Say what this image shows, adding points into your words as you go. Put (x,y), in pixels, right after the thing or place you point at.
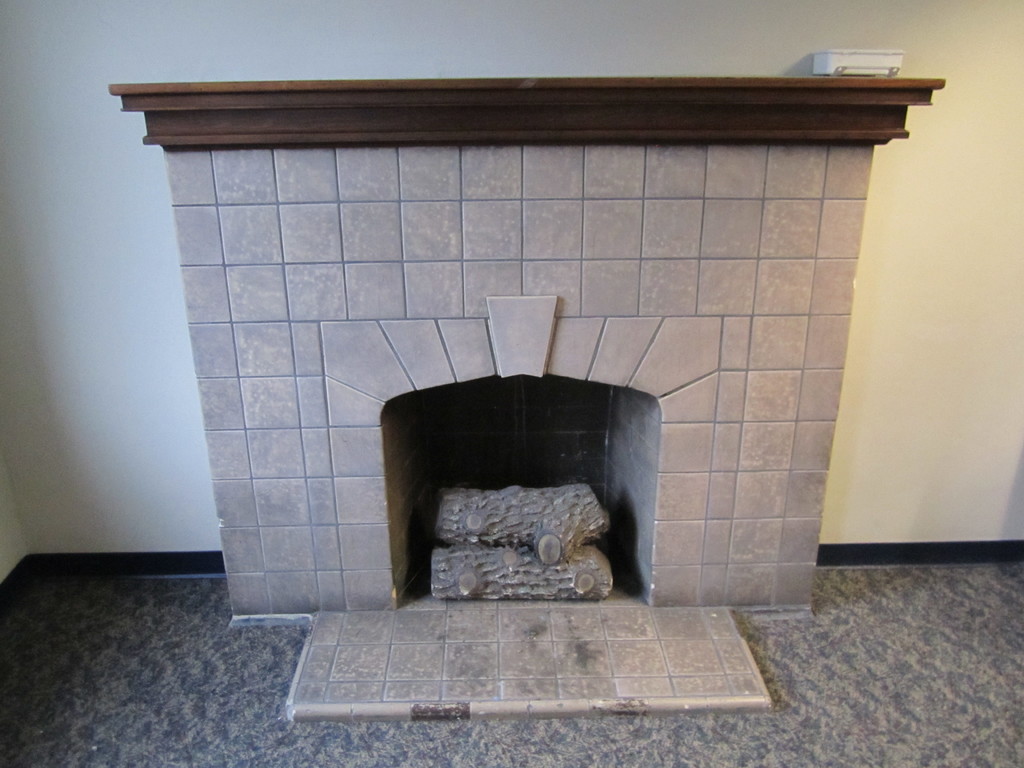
In this picture we can see the floor (975,626), wooden logs (520,593), fireplace (543,471) and a white object (840,73) and in the background (783,73) we can see the wall (976,90).
